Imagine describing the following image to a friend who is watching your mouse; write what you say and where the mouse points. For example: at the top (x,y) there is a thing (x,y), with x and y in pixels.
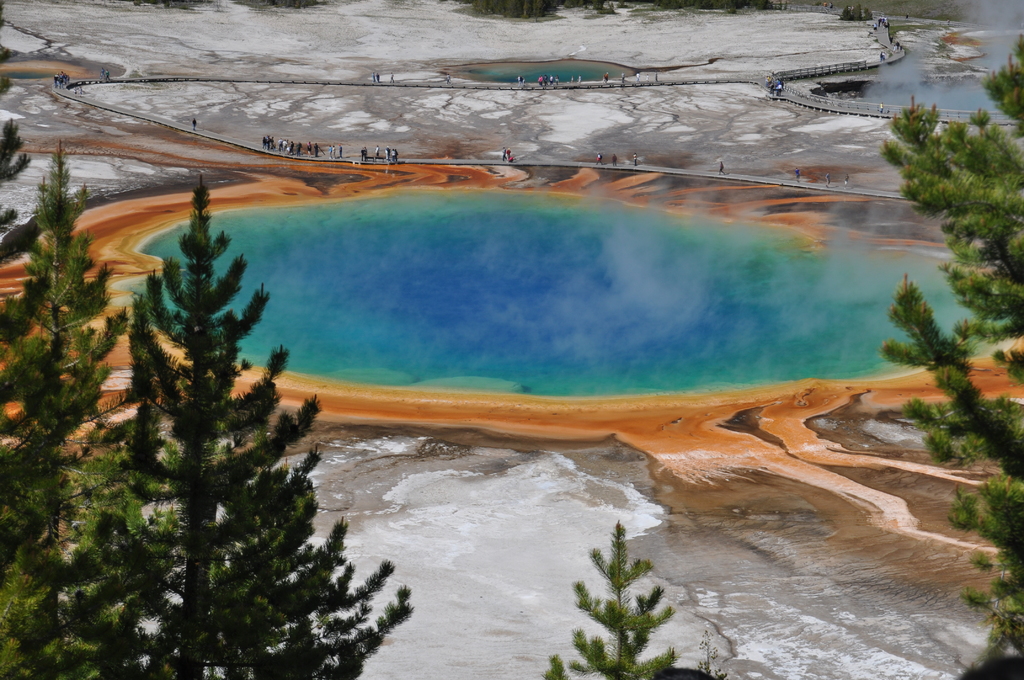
In this picture we can see a lake (507,379) with blue and green water (515,275) with smoke (677,264) coming out of it. The lake (667,340) is surrounded by sand (352,503), trees (55,335) and rocks (446,449).
